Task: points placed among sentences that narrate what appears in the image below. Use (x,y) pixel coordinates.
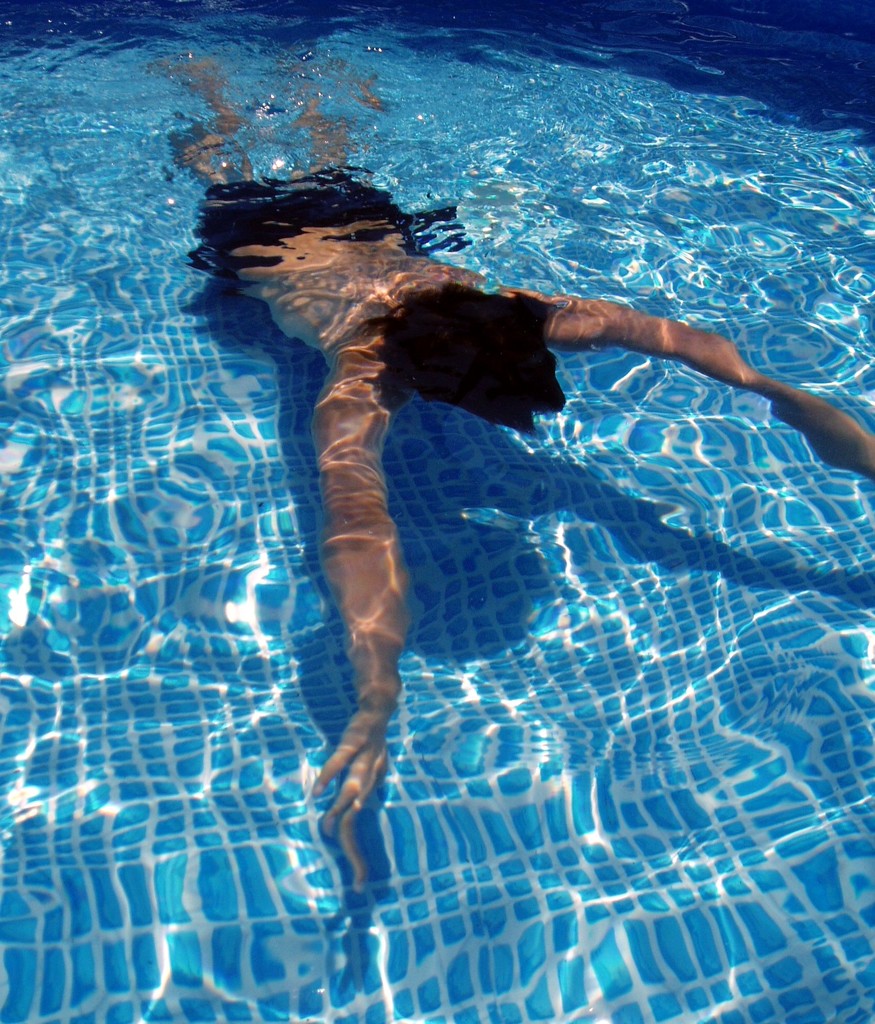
In this picture there is a swimming pool (97,227), in the pool (307,490) we can see a person (367,327) swimming. At the bottom of the pool (522,584) there are blue tiles (106,236).
